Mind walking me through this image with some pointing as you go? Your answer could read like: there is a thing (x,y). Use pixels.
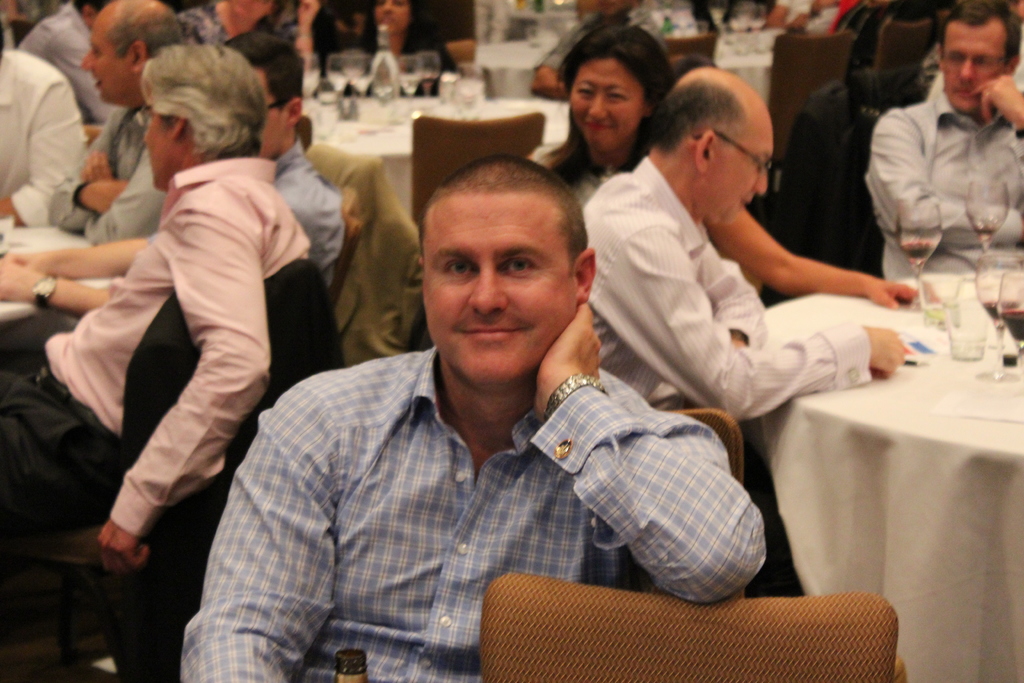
There are group of people (291,467) sitting here on the chair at the table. On the table (924,512) we can see glasses (985,204).
